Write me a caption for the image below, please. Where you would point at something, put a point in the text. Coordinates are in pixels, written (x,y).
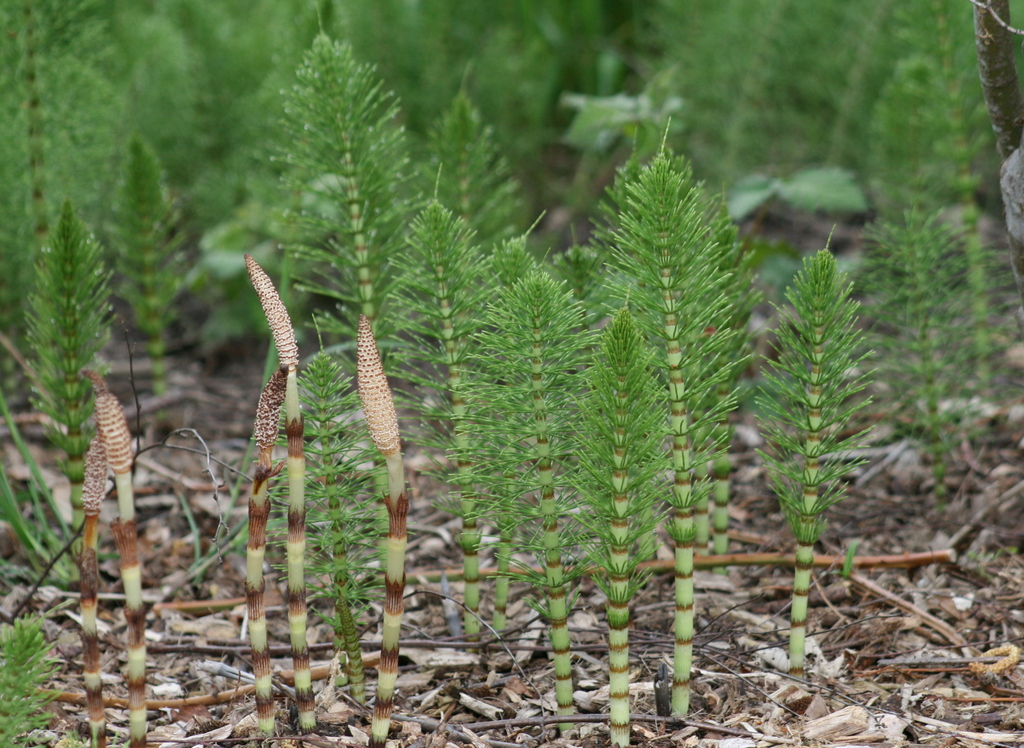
In this image I can see few plants (588,489) which are green, brown and cream in color on the ground (210,526). In the background (507,204) I can see few trees (508,119) which are green in color.
